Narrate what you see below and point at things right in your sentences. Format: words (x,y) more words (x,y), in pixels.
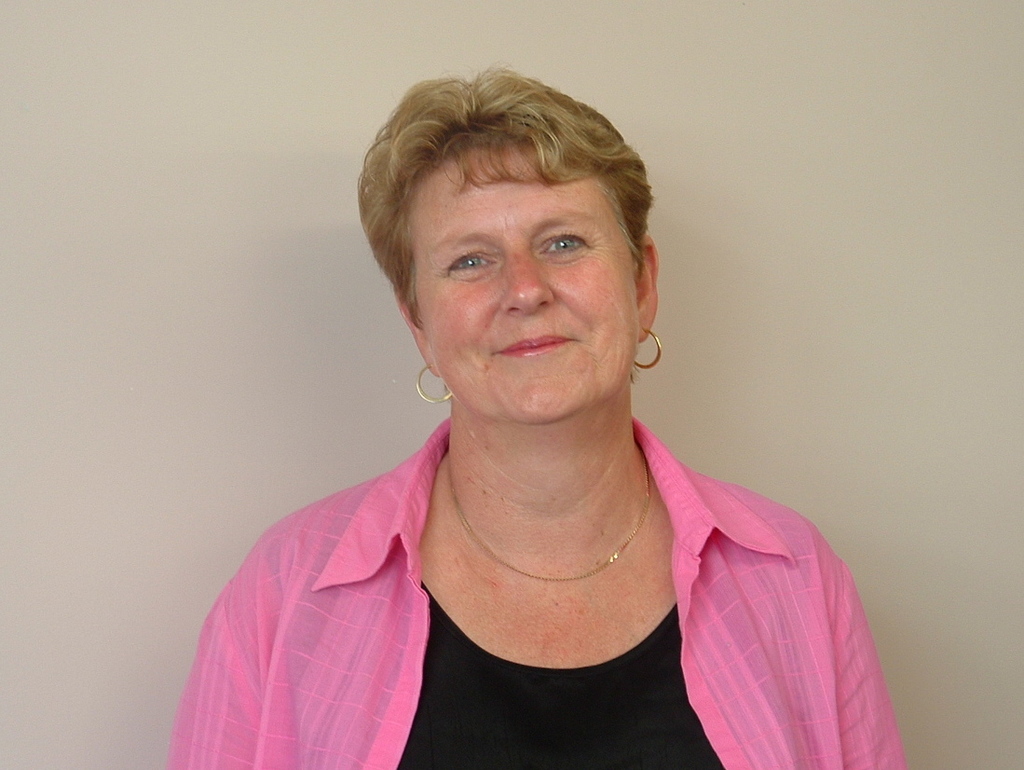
This image is taken indoors. In the background (204,369) there is a wall (844,474). In the middle of the image (450,477) there is a woman (407,553) and she is with a smiling face (543,344). She has worn a pink shirt (349,681) and a black T-shirt (545,713).
